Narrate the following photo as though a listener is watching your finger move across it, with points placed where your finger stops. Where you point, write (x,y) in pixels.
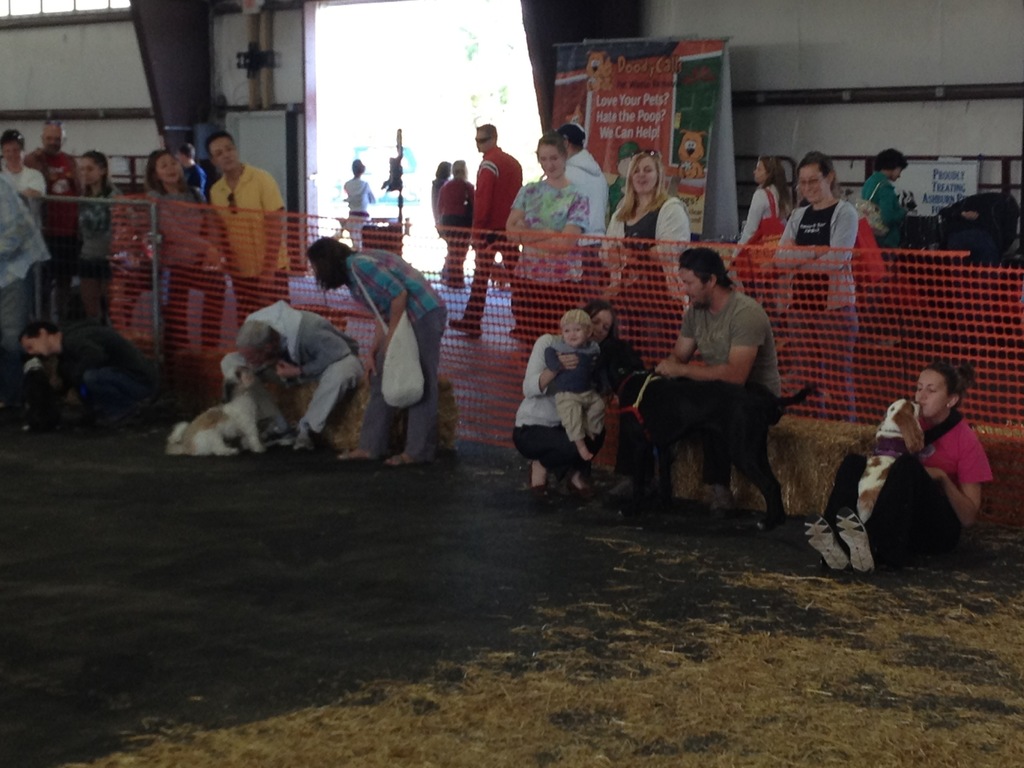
In this image I can see a few people (952,400) are sitting on the floor (323,477) and few people (361,370) are sitting on the hay bales (366,403). The people (903,481) who are sitting on the floor (168,420) are holding dogs (227,426) in their hands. At the back of these there are some more people (779,178) standing and looking at this persons (739,337). In the background (541,54) there is a wall (823,51) and one board (731,88).
